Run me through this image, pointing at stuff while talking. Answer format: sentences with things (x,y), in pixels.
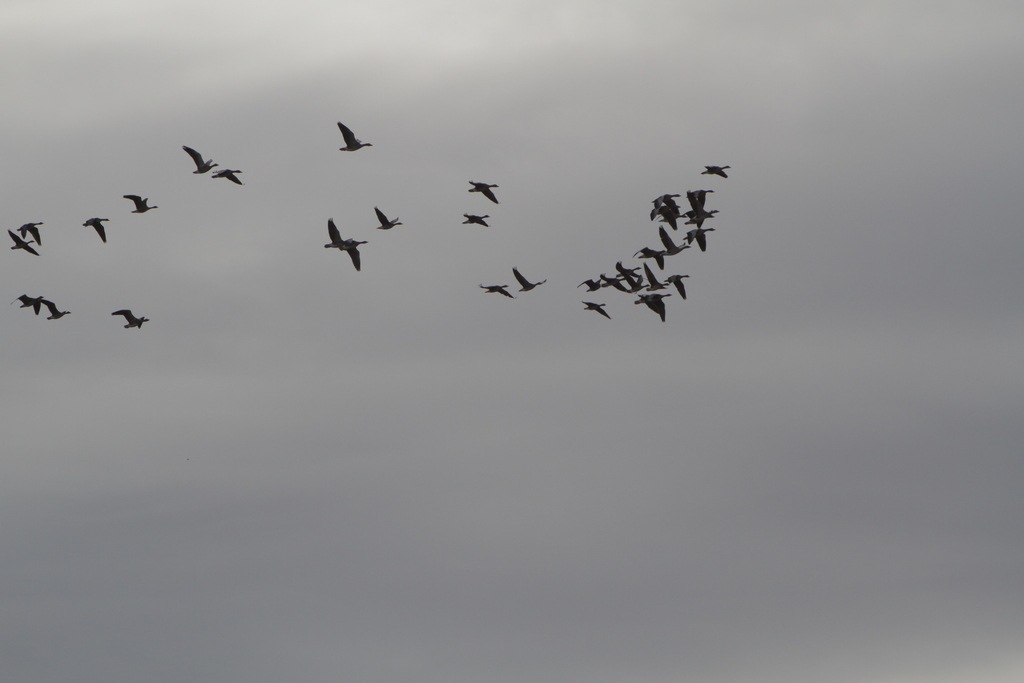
In this image I can see few black colored birds (348,143) are flying in the air (546,151). On the top of the image (794,78) I can see the sky (758,369). It is cloudy.
